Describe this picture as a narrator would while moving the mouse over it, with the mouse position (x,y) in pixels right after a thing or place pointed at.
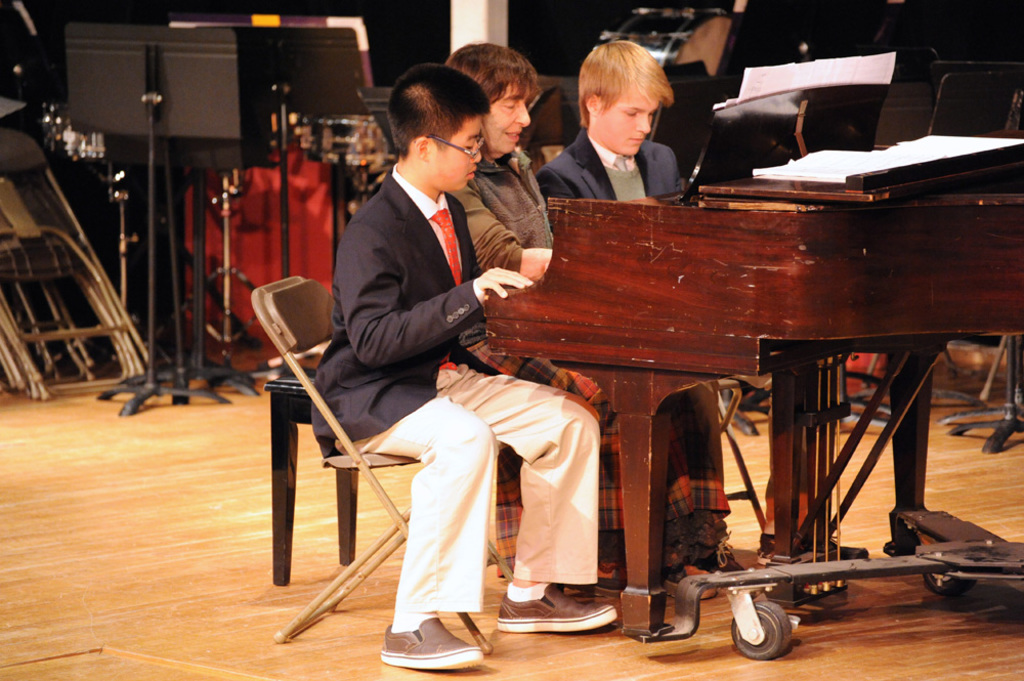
In this picture we can see three people (435,294) sitting on chair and playing piano (742,248) and on piano (787,201) we have paper (842,155) and in background (456,6) we can see pillar (467,31), stands (217,79), chairs (76,276), drums (698,22).
